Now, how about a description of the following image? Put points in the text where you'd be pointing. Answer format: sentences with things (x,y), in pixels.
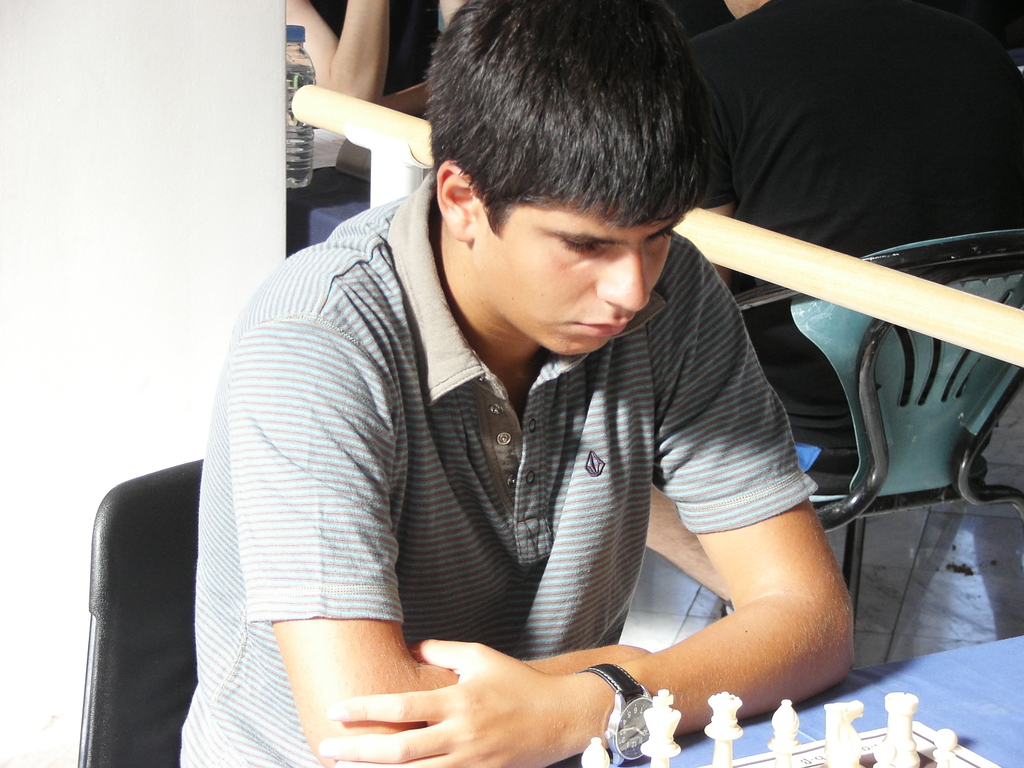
In the image there is a boy (417,591) sitting in front of a chess board (815,765) and behind the boy (628,33) there are some other people (929,132) sitting on chairs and there is a bottle (297,70) kept on a table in between them.
